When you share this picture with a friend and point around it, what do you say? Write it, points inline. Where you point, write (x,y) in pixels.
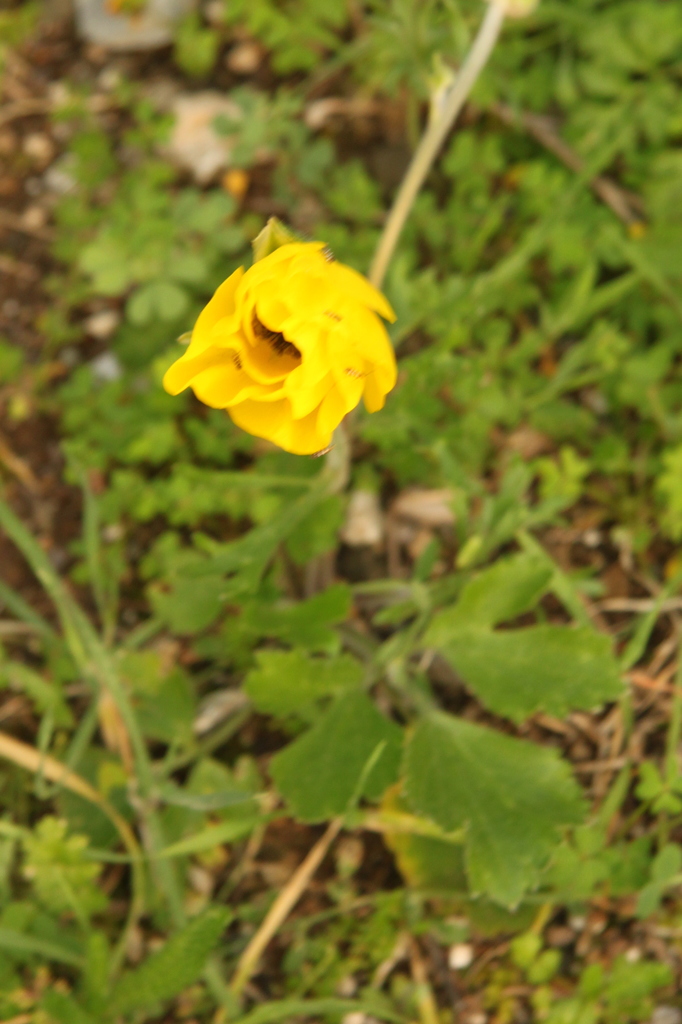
In the center of the image (330,355), we can see a flower (331,281) which is in yellow color and in the background (345,749), there are plants (333,714).
